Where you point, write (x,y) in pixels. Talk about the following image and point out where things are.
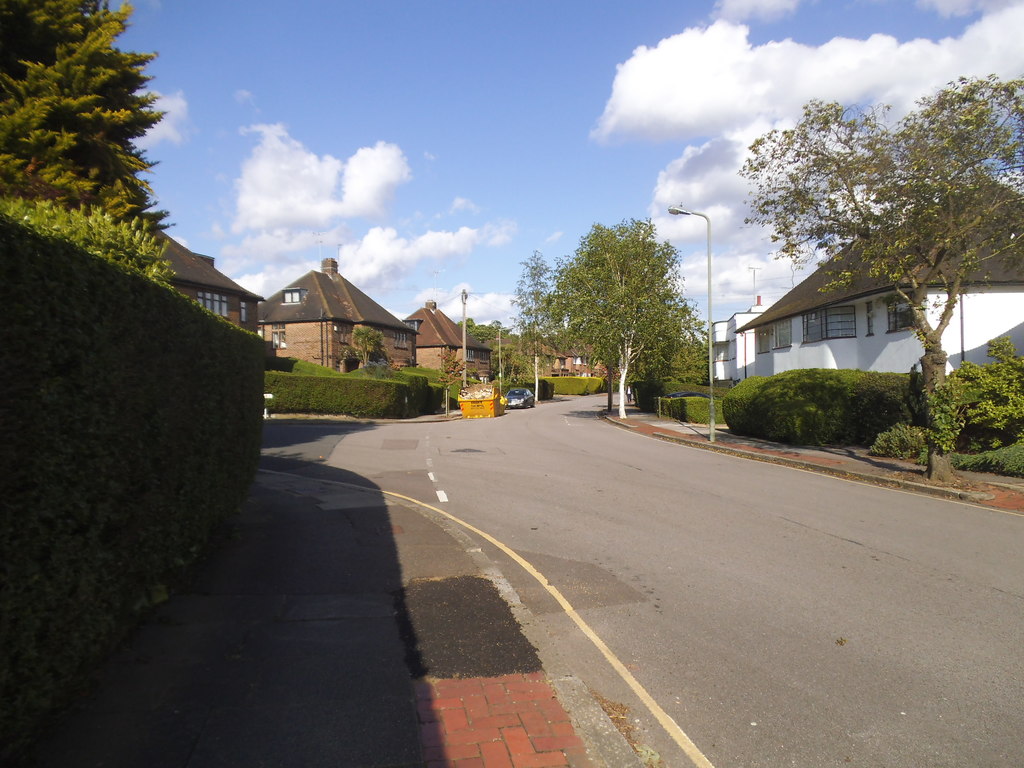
In this image I can see the vehicle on the road (573,414) and I can see few trees (597,315) in green color, few light poles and few buildings (421,346) in brown and white color and the sky (611,69) is in blue and white color.
